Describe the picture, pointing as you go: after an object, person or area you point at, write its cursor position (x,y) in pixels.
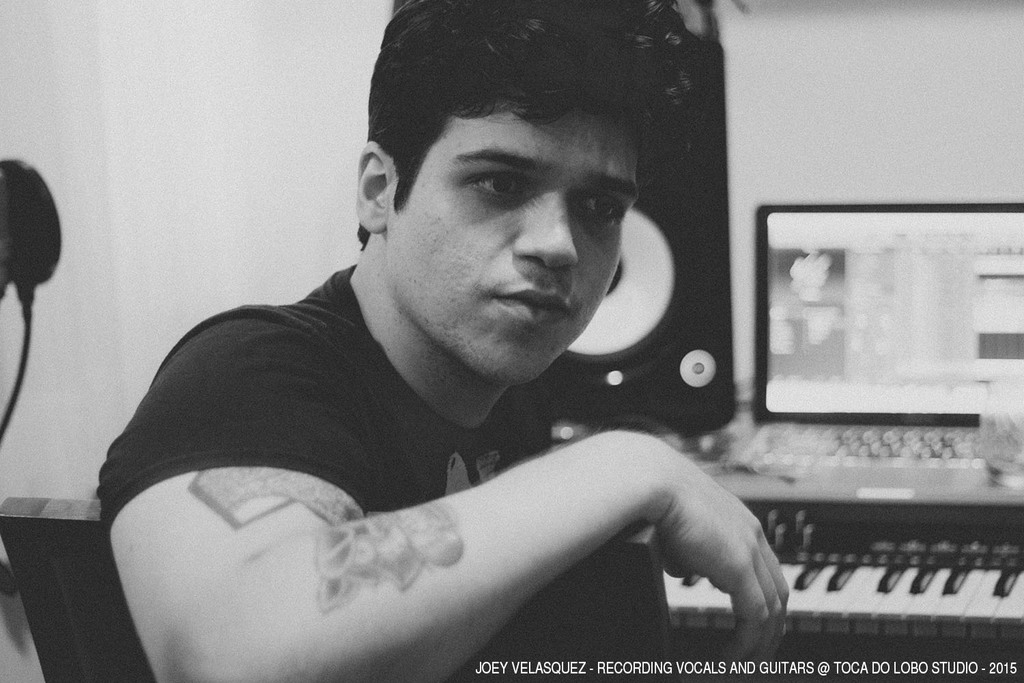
In this image we can see a person (435,385) sitting on a chair (559,624), beside the person (751,598) there is a piano (914,574), laptop (844,384), speakers (697,238) and wall (302,78) in the background (332,123).
